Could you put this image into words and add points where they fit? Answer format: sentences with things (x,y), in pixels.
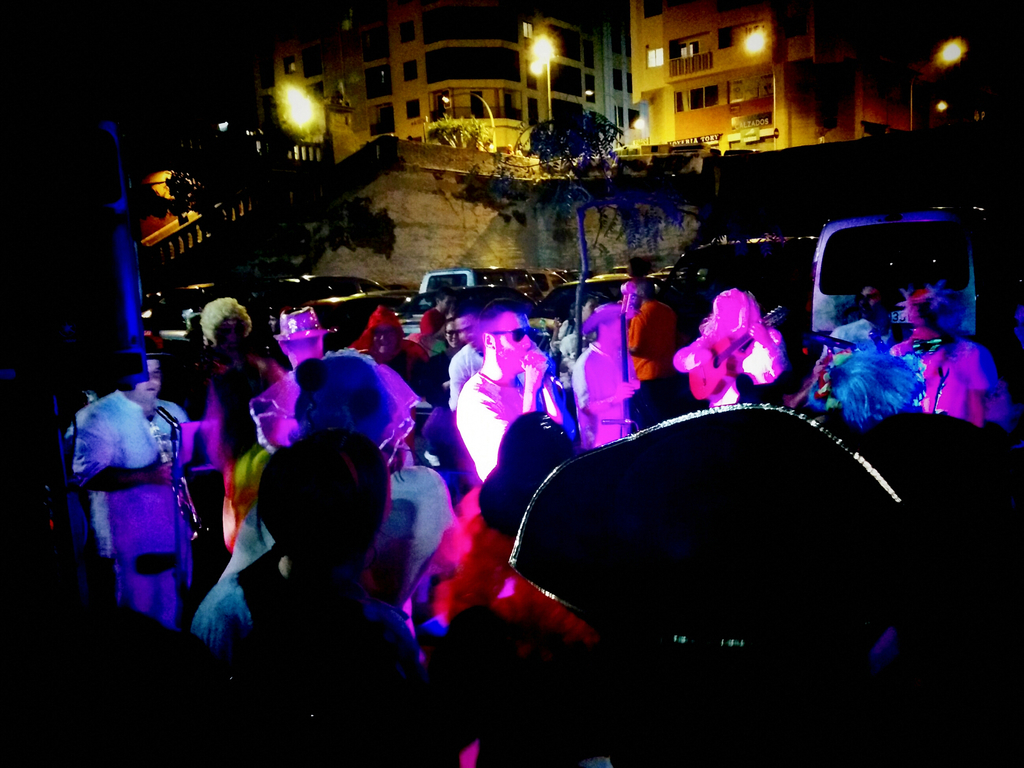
This image is taken outdoors. This image is a little dark. In the background (436,109) there are two buildings (604,83). There are a few poles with street lights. There are a few plants (468,123). There is a wall (458,217). Many vehicles (470,285) are parked on a ground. There is a railing (202,239). In the middle of the image (395,419) many people (370,455) are standing on the ground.
